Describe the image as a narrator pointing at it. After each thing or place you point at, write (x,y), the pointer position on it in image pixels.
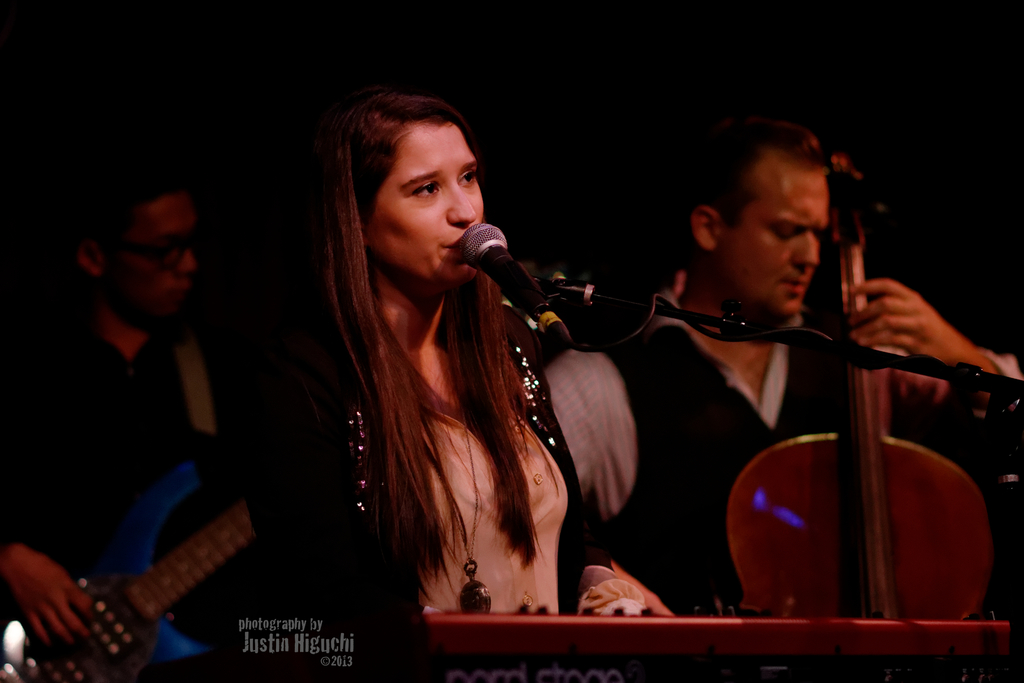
In this image, we can see a woman (461,428) singing into the microphone (511,283), there are two men (77,424) playing musical instruments (133,558), there is a dark background (986,101).
